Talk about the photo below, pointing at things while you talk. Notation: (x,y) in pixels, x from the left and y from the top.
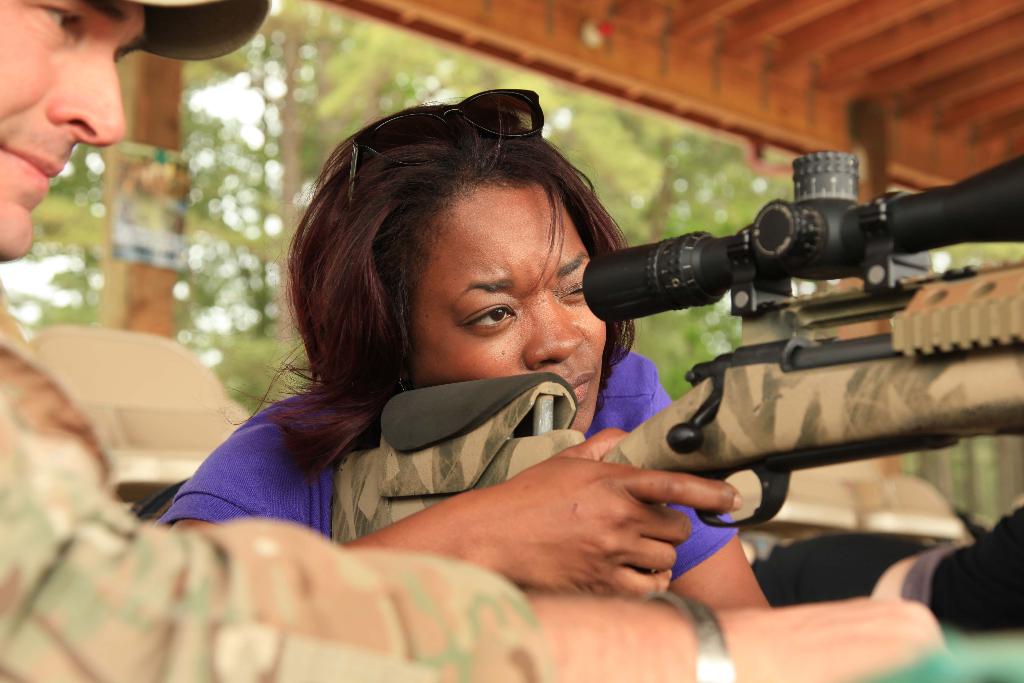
In this image, we can see a woman (582,425) is holding a gun (758,457). Left side of the image (54,90), we can see a person (48,416). Background (782,188) we can see few trees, pillar (111,232), some poster (147,213) here. Top of the image (704,74), there is a roof (729,34).
